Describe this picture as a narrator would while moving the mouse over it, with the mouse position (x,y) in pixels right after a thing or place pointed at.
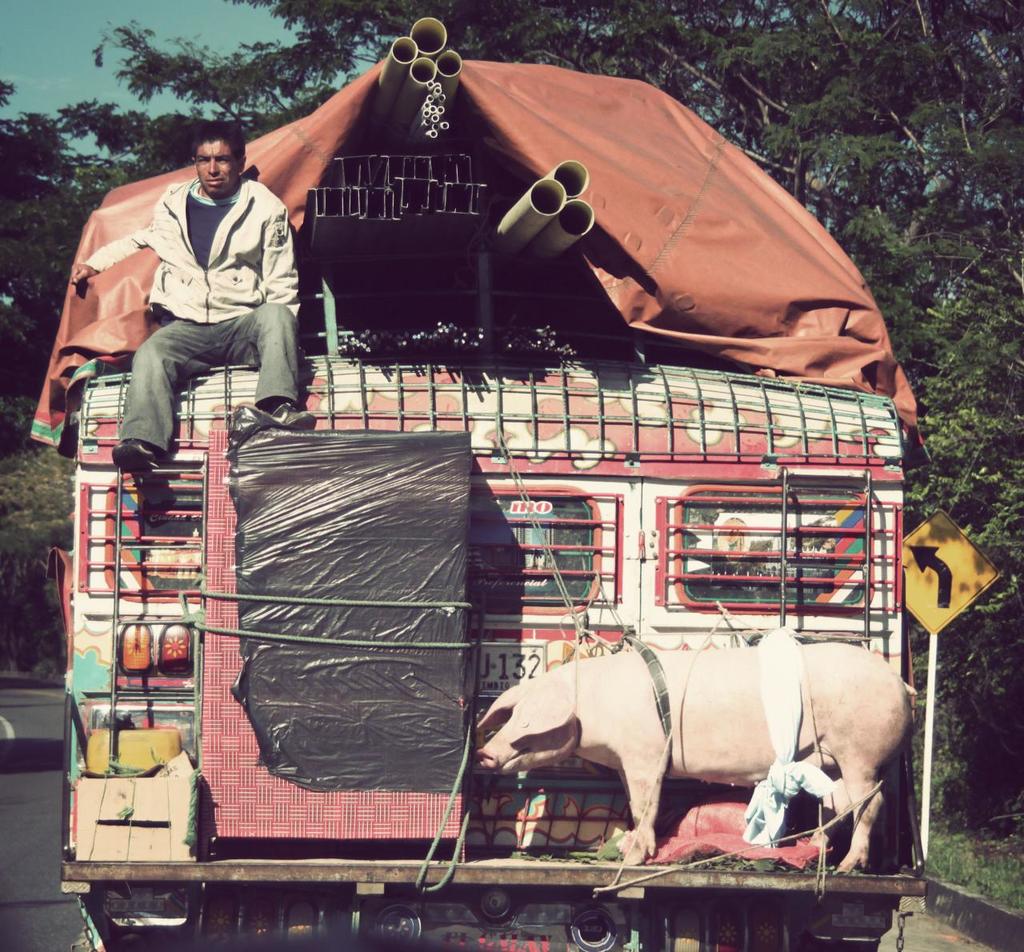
In this image we can see there is a person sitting in the truck (658,435) and we can see this truck (600,265) is fully loaded.
